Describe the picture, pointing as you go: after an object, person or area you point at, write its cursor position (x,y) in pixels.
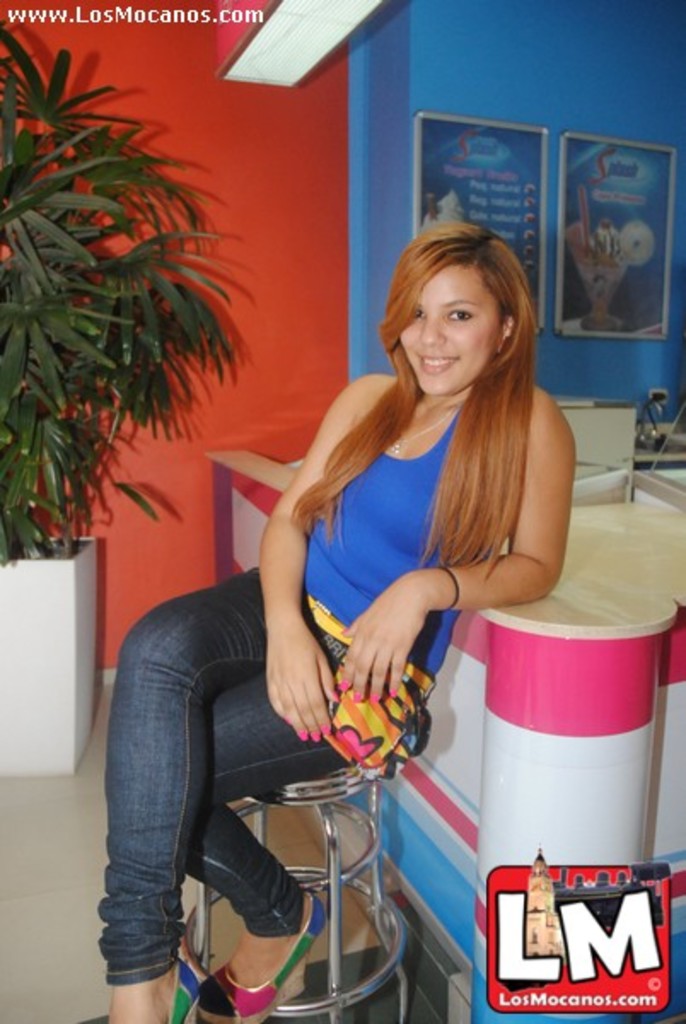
In this image there is a lady (340,611) sitting on the stool (331,805), behind her there is a table (603,542). On the left side of the image (52,646) there is a plant pot (51,611). In the background (462,134) there are few frames (488,178) are hanging on the wall (402,187). At the bottom right side of the image (513,893) there is a logo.
